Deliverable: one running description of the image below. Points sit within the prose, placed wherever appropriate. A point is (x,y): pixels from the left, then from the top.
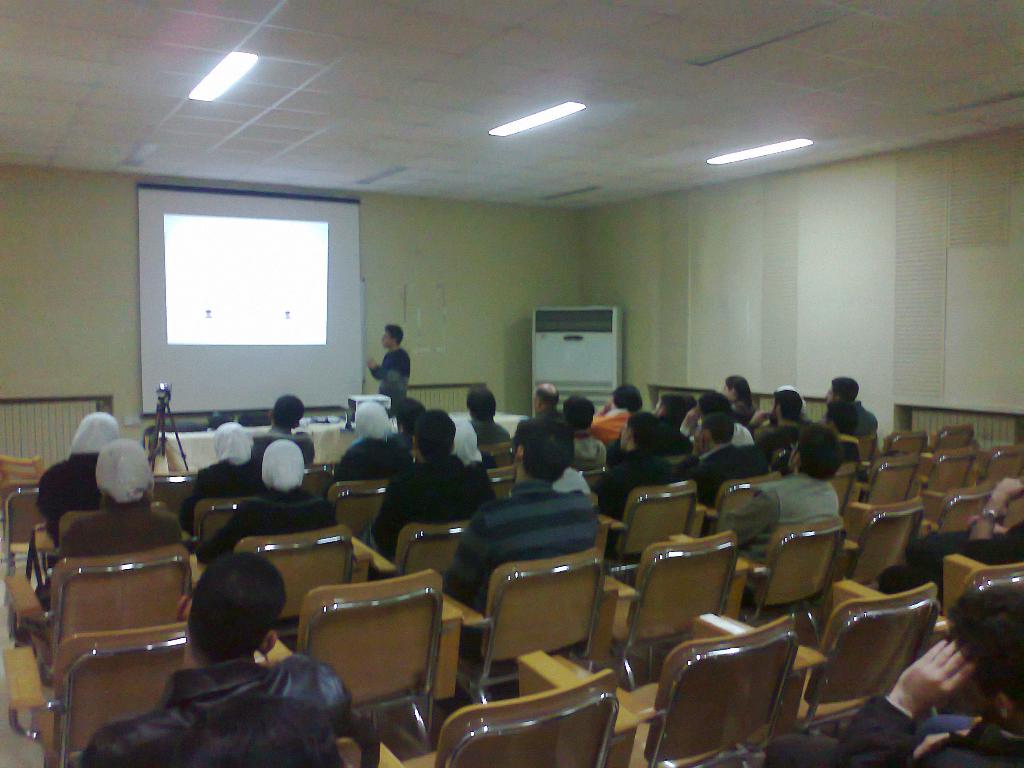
In this image there are group of people (524,519) who are sitting on chairs (956,515), and in the center (391,381) there is one person (403,356) standing and there is a table (182,436). On the table (169,435) there are some objects (212,422), and there is a camera (162,404) and screen (350,361) and some object (577,333) and wall (630,334). At the top (322,66) there is ceiling (349,136) and lights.
